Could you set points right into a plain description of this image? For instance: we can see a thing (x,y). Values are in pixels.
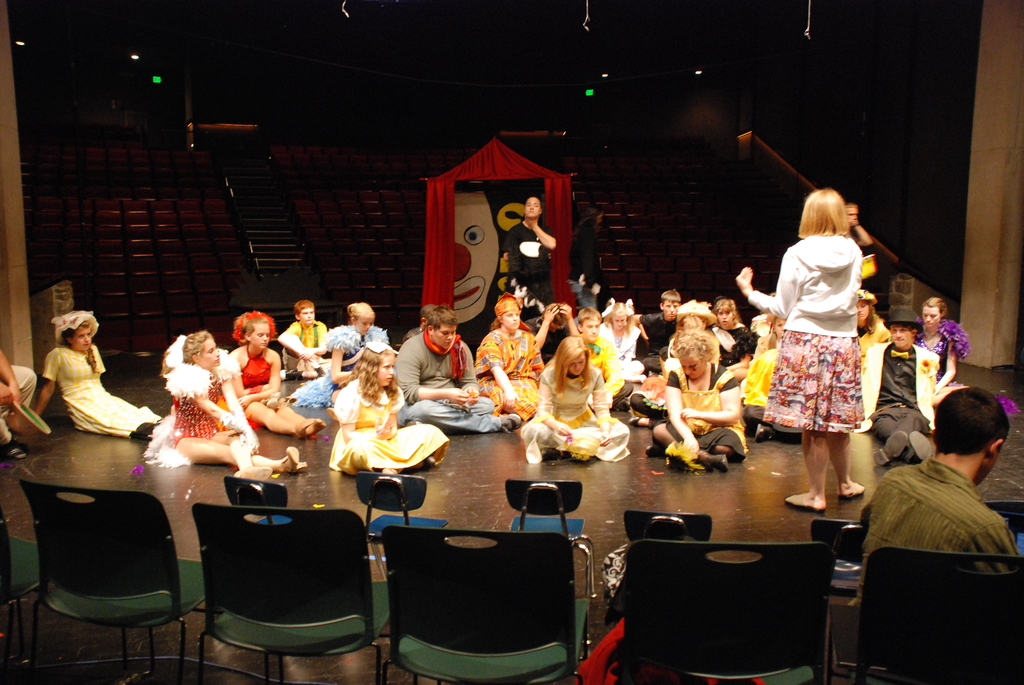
The image is taken in a hall (1006,197). There are seats (202,203). There are people (443,440) sitting on the floor (732,472). There is a lady (801,305) standing and talking to the people (518,371). On the right (943,520) there a boy (942,539) sitting on the chair (907,605). In the background (495,179) there is a tent (554,199).
